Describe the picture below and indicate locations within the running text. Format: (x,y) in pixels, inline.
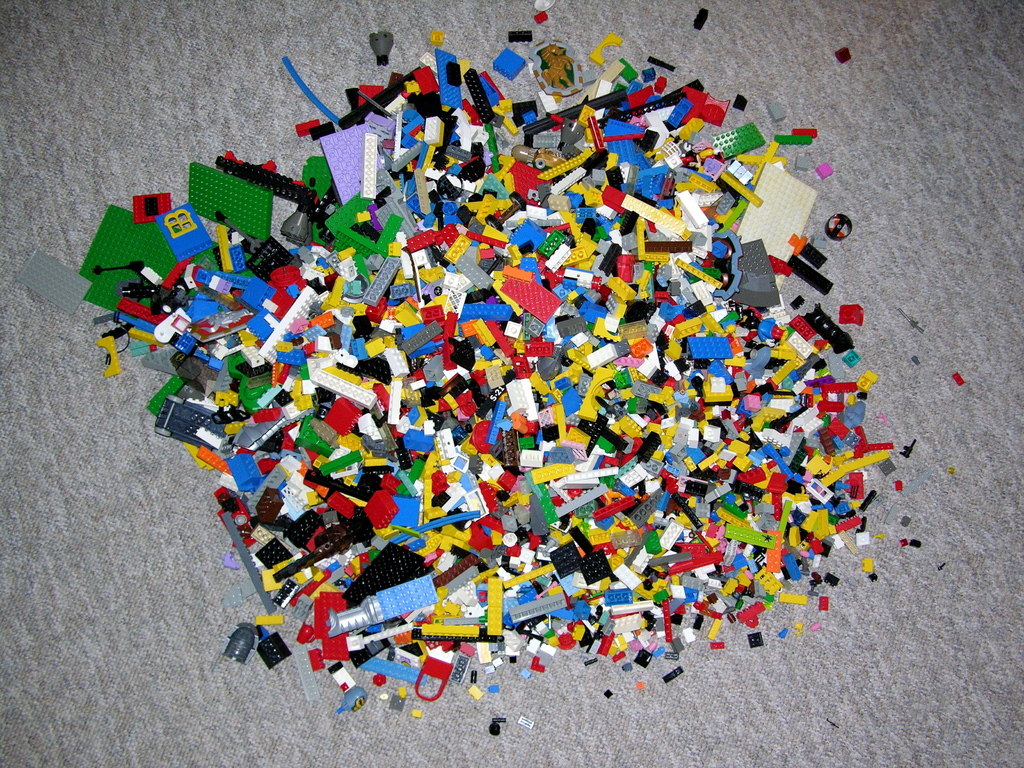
In the image we can see toys building blocks (469,376) of different colors and sizes on the carpet (184,674).
